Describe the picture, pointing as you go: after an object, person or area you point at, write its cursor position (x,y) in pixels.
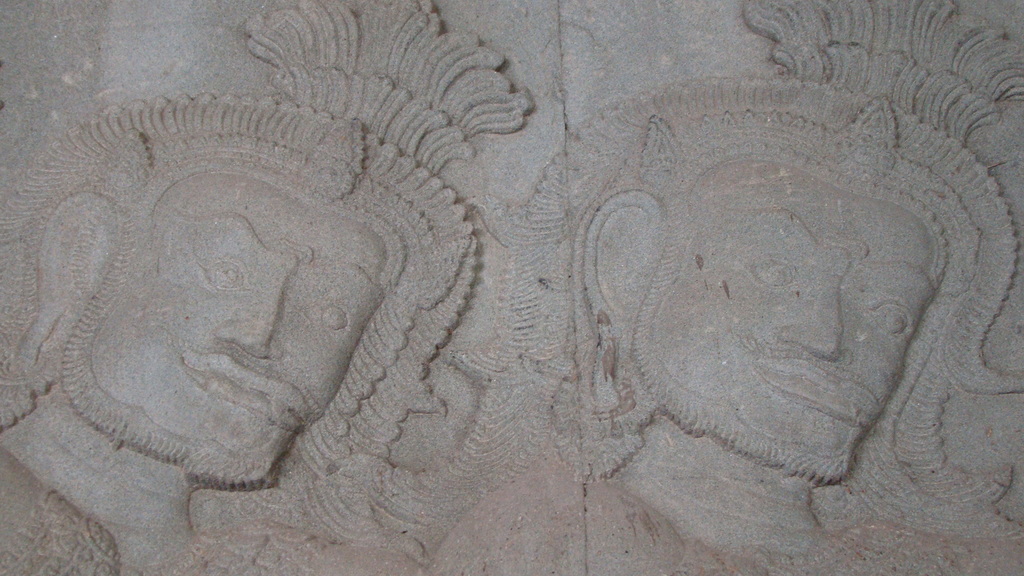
In this picture we can see few carving arts (575,298) on the rock (561,81).
